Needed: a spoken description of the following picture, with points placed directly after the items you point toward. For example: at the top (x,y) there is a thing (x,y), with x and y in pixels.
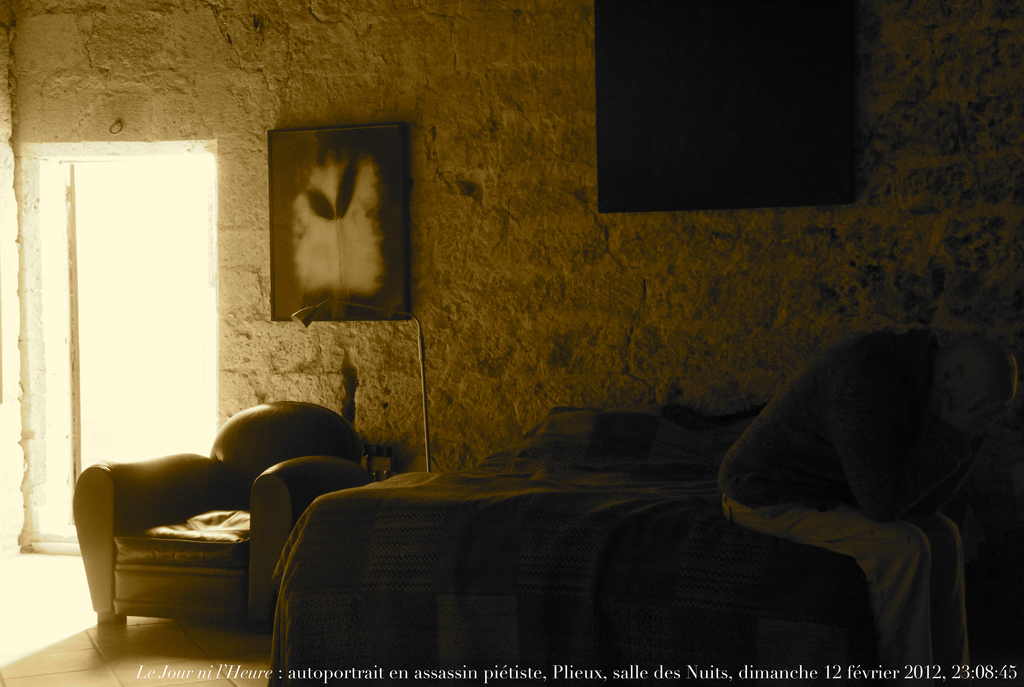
Picture inside of a room (832,576). This person (796,479) is sitting on a bed (668,488). Beside this bed (553,511) there is a couch (240,503) in black color. On wall (597,244) there are photos (616,174).
